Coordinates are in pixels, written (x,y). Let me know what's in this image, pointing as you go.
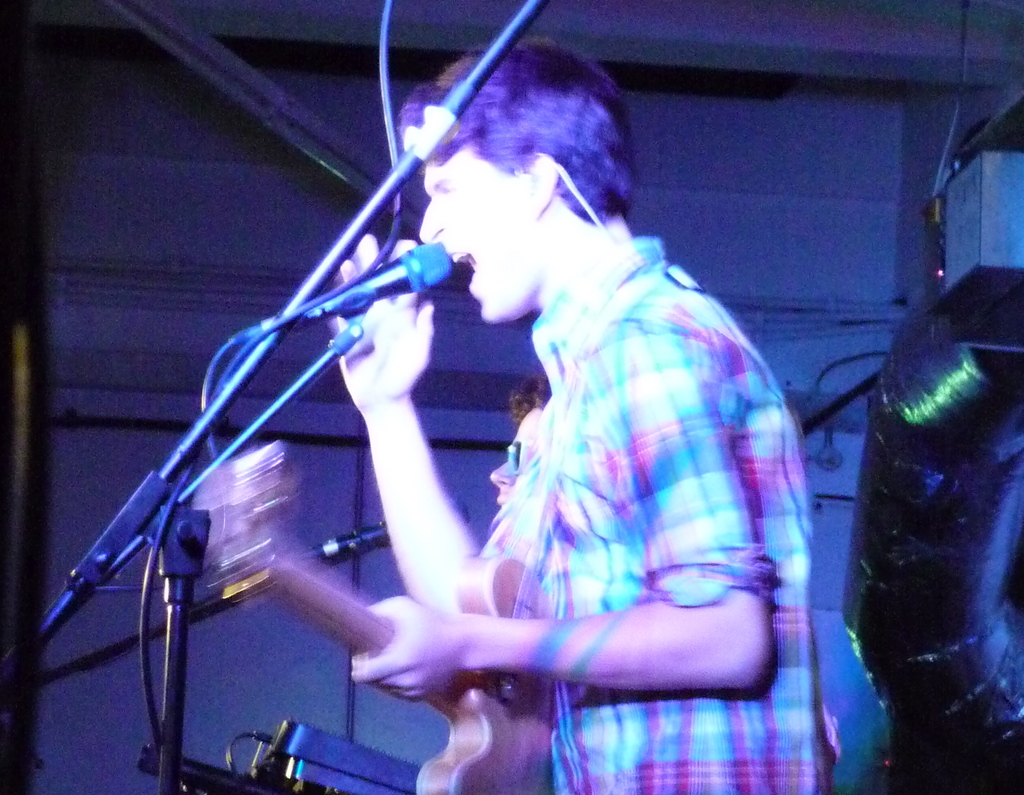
In the middle of the image (654,374) two persons (551,123) are standing and holding some musical instruments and microphones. Behind them there is wall (106,178).
